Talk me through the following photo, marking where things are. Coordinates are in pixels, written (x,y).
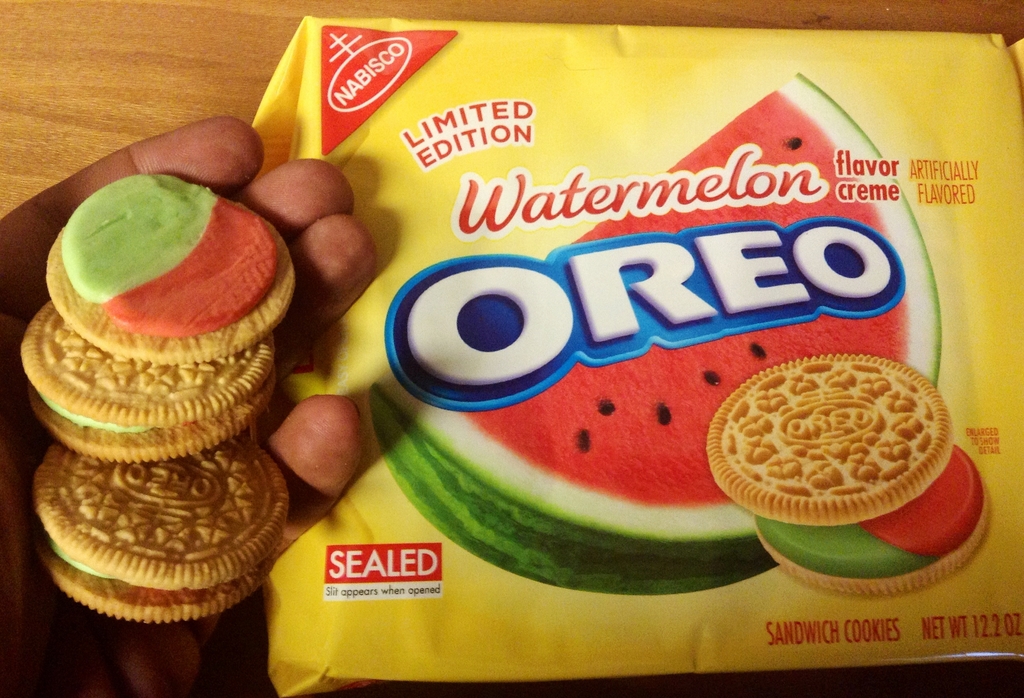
In this picture we can see a person's hand (210,172) who is holding cream biscuits (159,347). Beside him we can see a biscuit packet (506,352) on the table (579,1).
